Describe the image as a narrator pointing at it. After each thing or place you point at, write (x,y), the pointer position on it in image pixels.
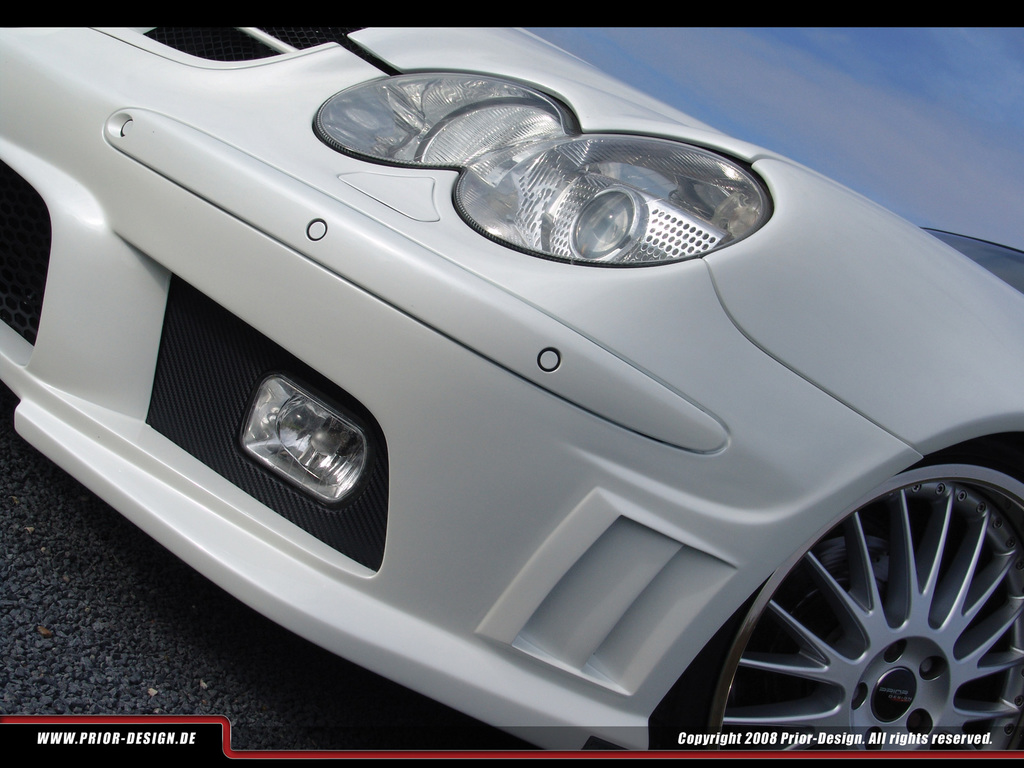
In this image I can see a car (206,551) in the front (534,404). On the bottom side of this image (759,738) I can see few watermarks (821,735). On the top right side of this image (904,154) I can see clouds (742,53) and the sky (725,48).
